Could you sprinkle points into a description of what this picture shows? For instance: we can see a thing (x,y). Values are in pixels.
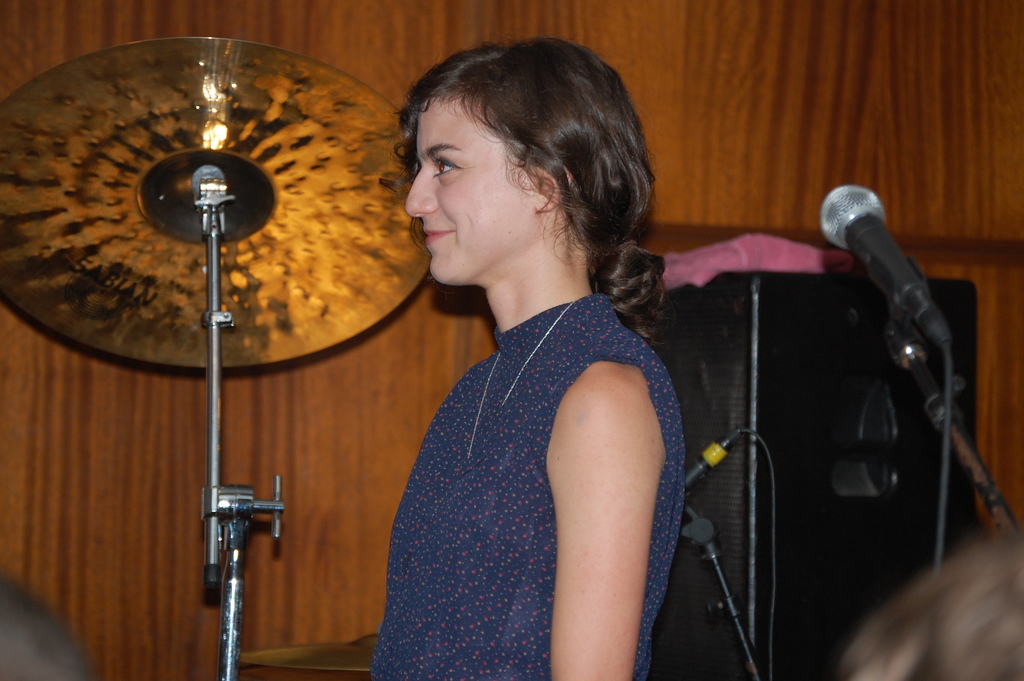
In this image I can see the person (530,453) with blue color dress (446,509). To the right (854,392) I can see the mic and the sound box (825,475). To the left (240,520) there is a drum set (256,355). In the back (370,79) I can see the brown color wall (770,86).
